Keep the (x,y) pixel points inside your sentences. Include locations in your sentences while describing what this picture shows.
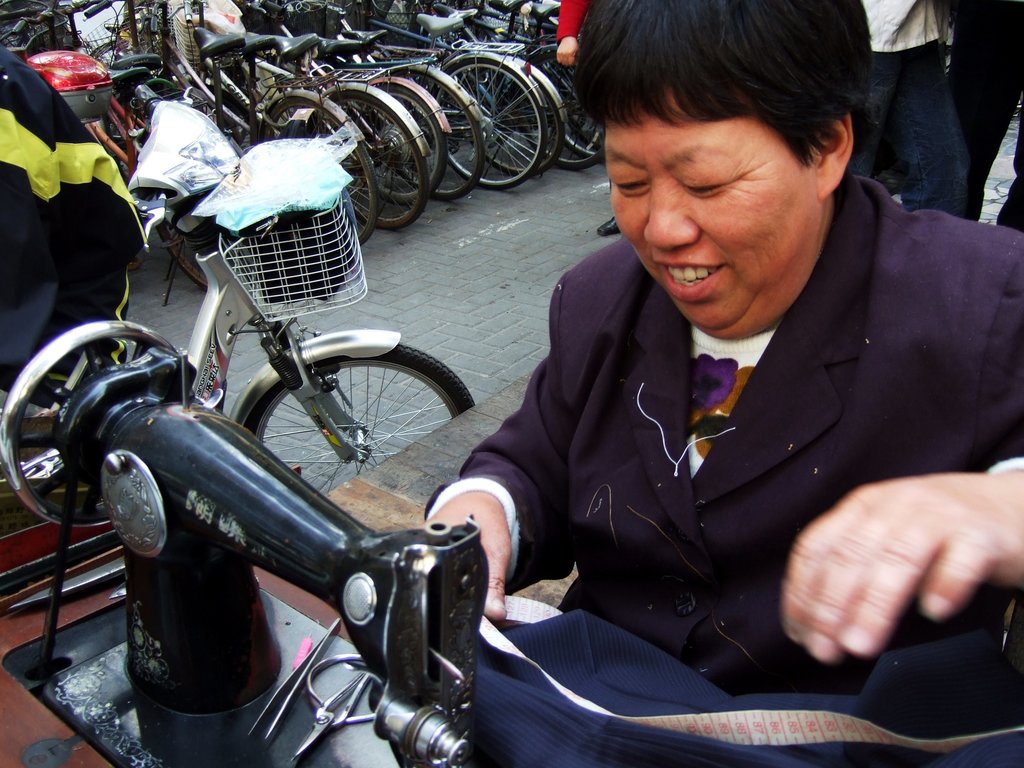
In this image, we can see a sewing machine (258,590) on the table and there is a person (811,443) sitting and holding cloth (563,723) in her hand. In the background (366,99), there are many bicycles (385,96) and some people (940,138) standing.
